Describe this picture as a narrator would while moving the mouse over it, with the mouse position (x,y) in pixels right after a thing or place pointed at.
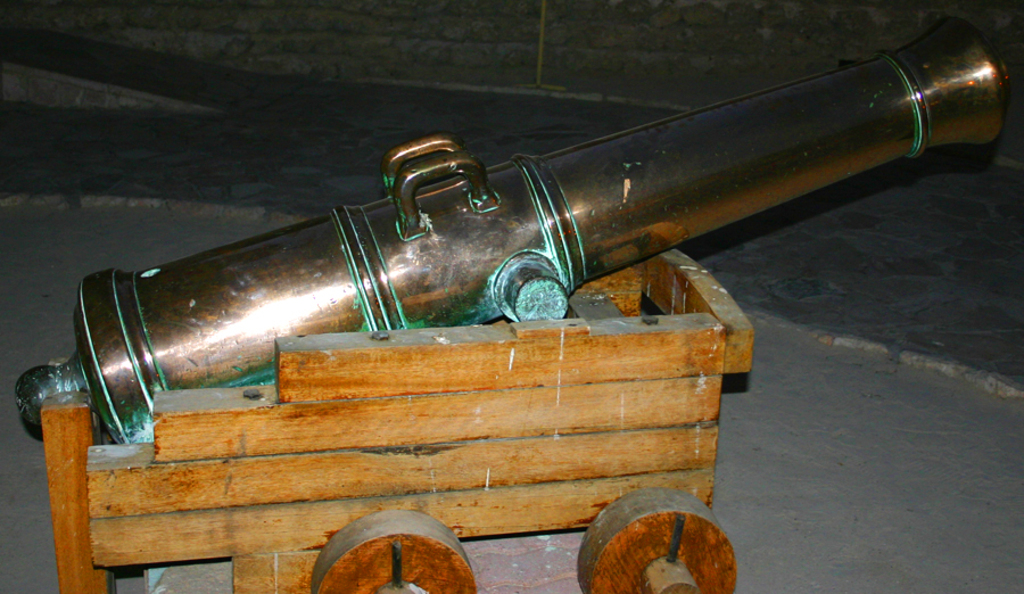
In this image I see a cannon (305,292) which is on the wooden cart (479,440) and I see the ground (1006,354).
